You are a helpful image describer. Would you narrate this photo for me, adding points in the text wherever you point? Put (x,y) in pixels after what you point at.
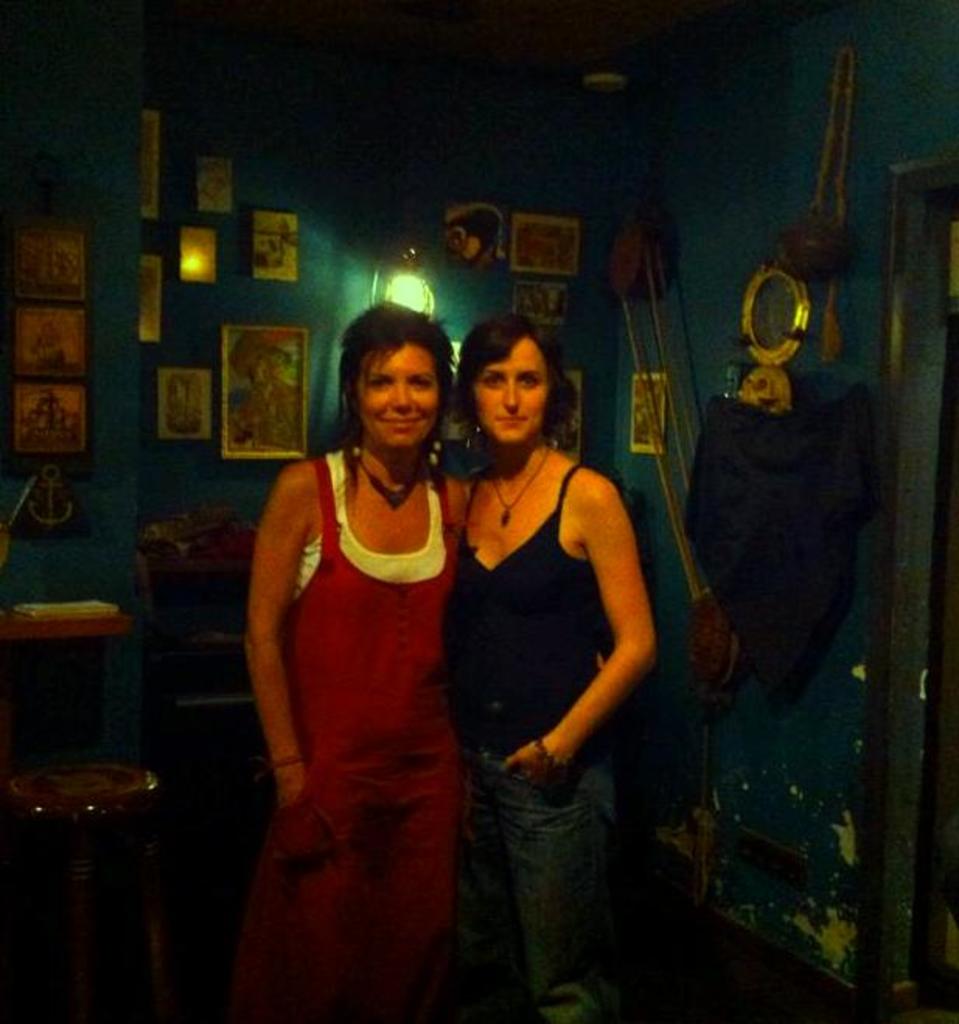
In this picture we can see two women (336,573) are standing and they are smiling. In the background (269,308) we can see wall frame (273,356), light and some other objects (728,476) on the wall (740,310).
